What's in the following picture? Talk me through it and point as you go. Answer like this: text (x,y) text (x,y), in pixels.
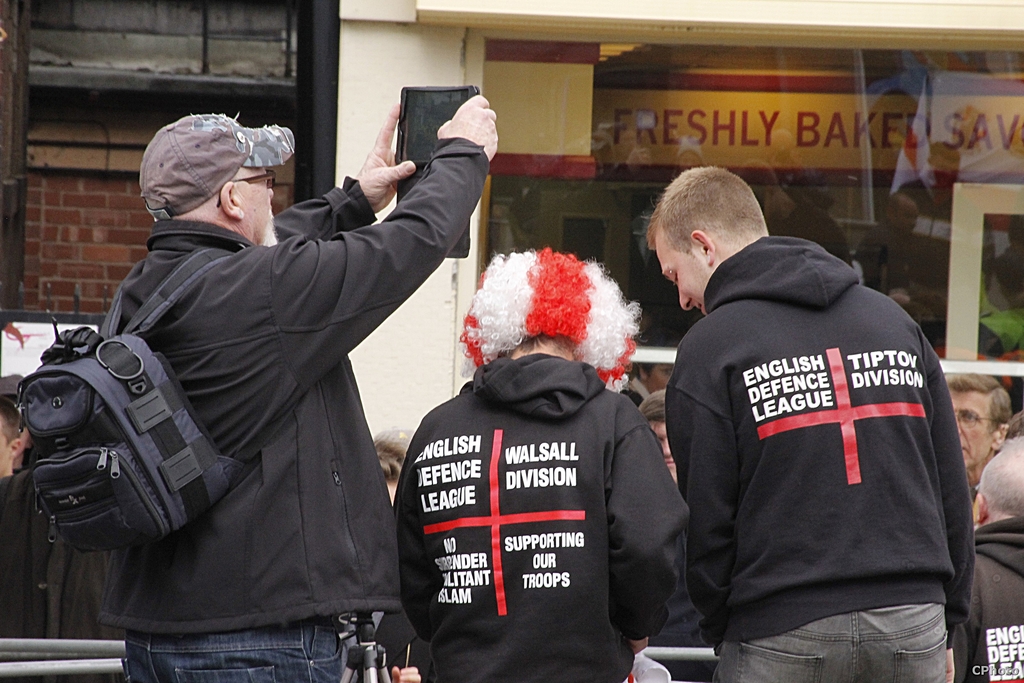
In this image we can see group of persons (784,479) standing. One person (251,440) is carrying a bag (173,448) is holding a device (428,145) in his hands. In the foreground (381,669) we can see a stand (373,681), poles (52,646). In the background (519,107), we can see a building (982,184) and a sign board (734,131) with some text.
